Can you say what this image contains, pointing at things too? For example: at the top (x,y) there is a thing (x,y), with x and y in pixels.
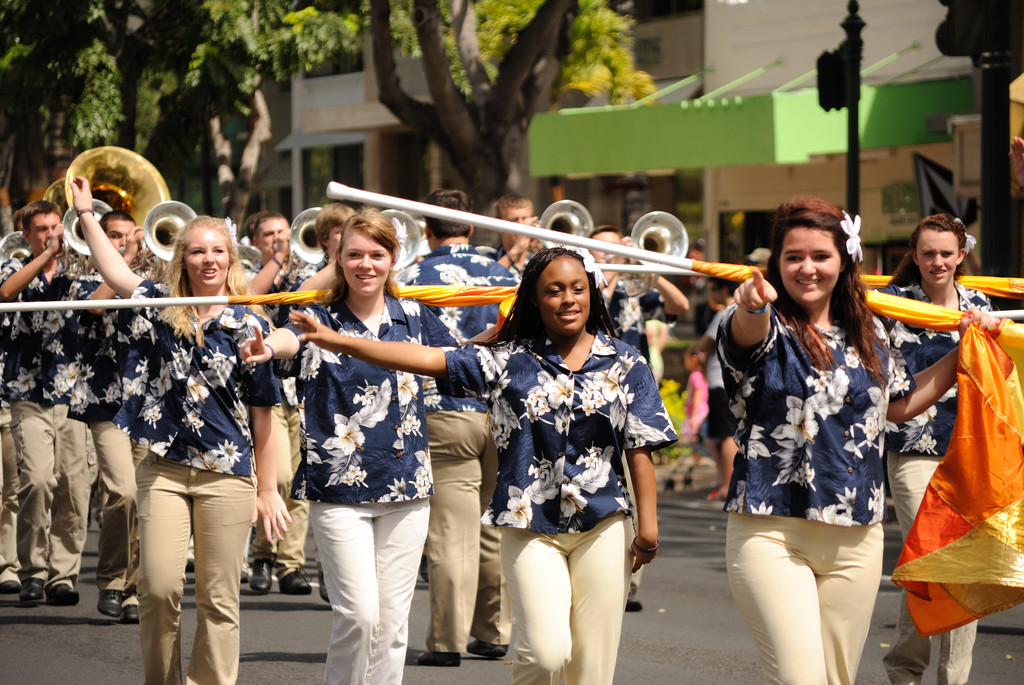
In front of the image there are ladies (777,405) walking on the road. There are few ladies (637,543) with flag poles (201,301) in their hands (247,362). Behind them there are many people (664,296) playing musical instruments (10,249). In the background (271,180) there are trees (465,110), buildings (808,60), poles (859,44), roofs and some other things (842,77). And there are two persons (703,376) standing in the background (721,415).
